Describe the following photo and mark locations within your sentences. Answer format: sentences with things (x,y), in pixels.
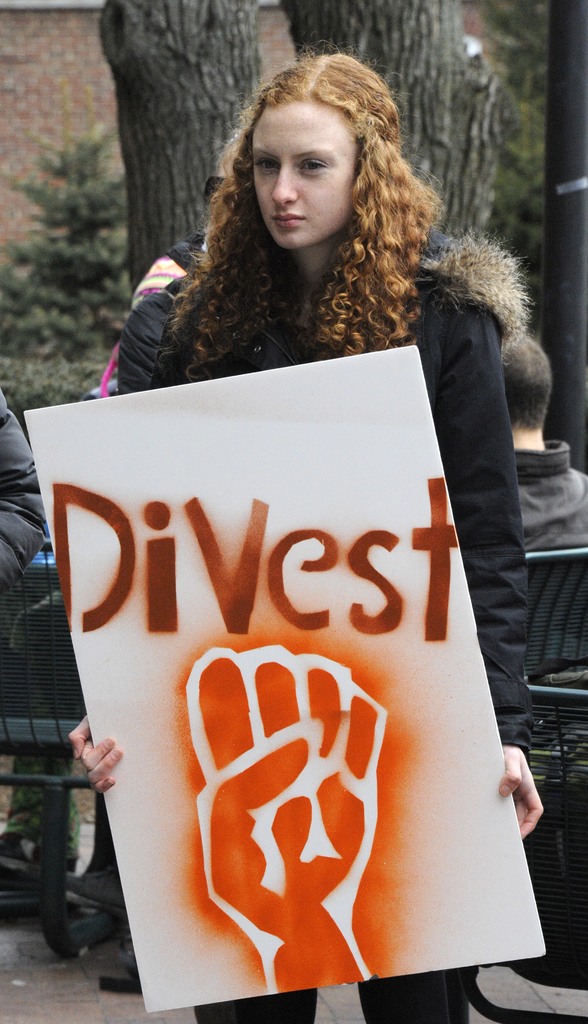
In this picture I can see there is a woman (427,983) standing and she is wearing a coat (143,343) and holding a board (287,656), there is something written on it. There are few people (533,453) behind her, few are sitting on the chairs (576,565) and few are standing. There is a tree (183,38) in the backdrop (59,295), there is a plant (61,160) and it looks like a building (27,128) in the backdrop (27,128).
